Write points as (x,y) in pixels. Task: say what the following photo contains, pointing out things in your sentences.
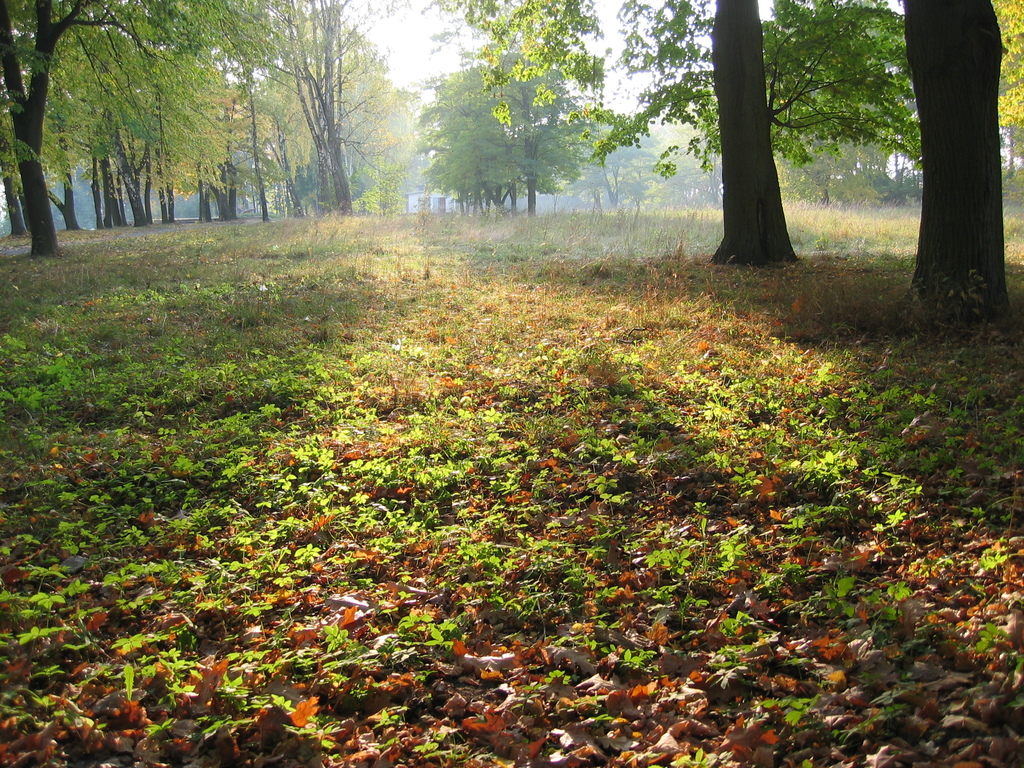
In this picture there are trees (766,45). At the back (446,211) it looks like a house (420,207). At the top (404,12) there is sky (432,23). At the bottom (705,727) there are plants (615,530) and there are dried leaves (282,758).
